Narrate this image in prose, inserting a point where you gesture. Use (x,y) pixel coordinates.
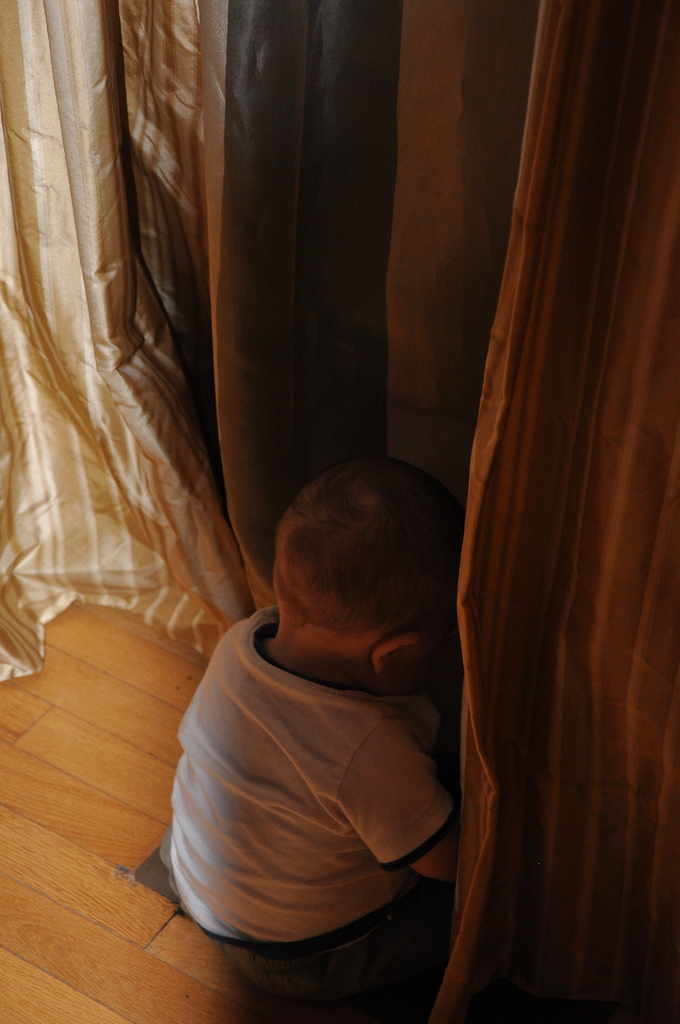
In this picture there is a small baby (323,621) in the center of the image (409,537) and there are curtains (590,490) at the top side of the image (126,305).
